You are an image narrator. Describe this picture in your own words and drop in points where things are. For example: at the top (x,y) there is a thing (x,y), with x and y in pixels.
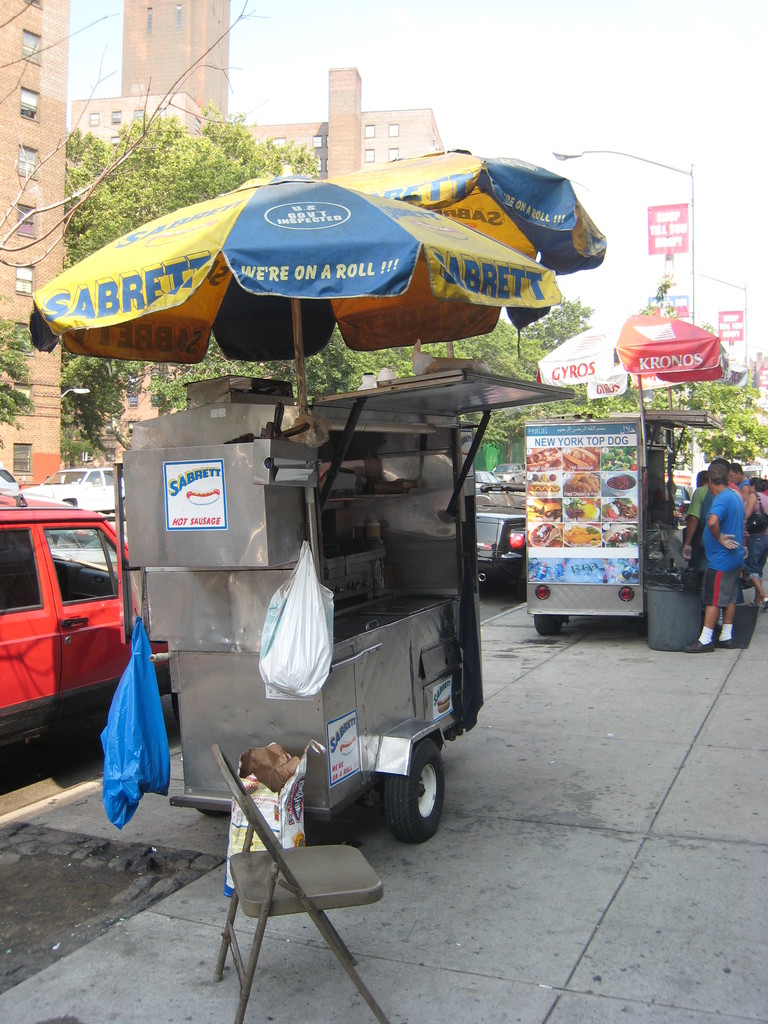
In this image there is a footpath (603,757), on that footpath (556,755) there is a chair (313,877) and stalls (328,679) and umbrellas (651,344) people (731,519) are standing on the footpath (737,661), beside the footpath (615,718) there are cars (5,705) on the road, in the background (99,232) there are trees (710,404) and buildings (178,109).
